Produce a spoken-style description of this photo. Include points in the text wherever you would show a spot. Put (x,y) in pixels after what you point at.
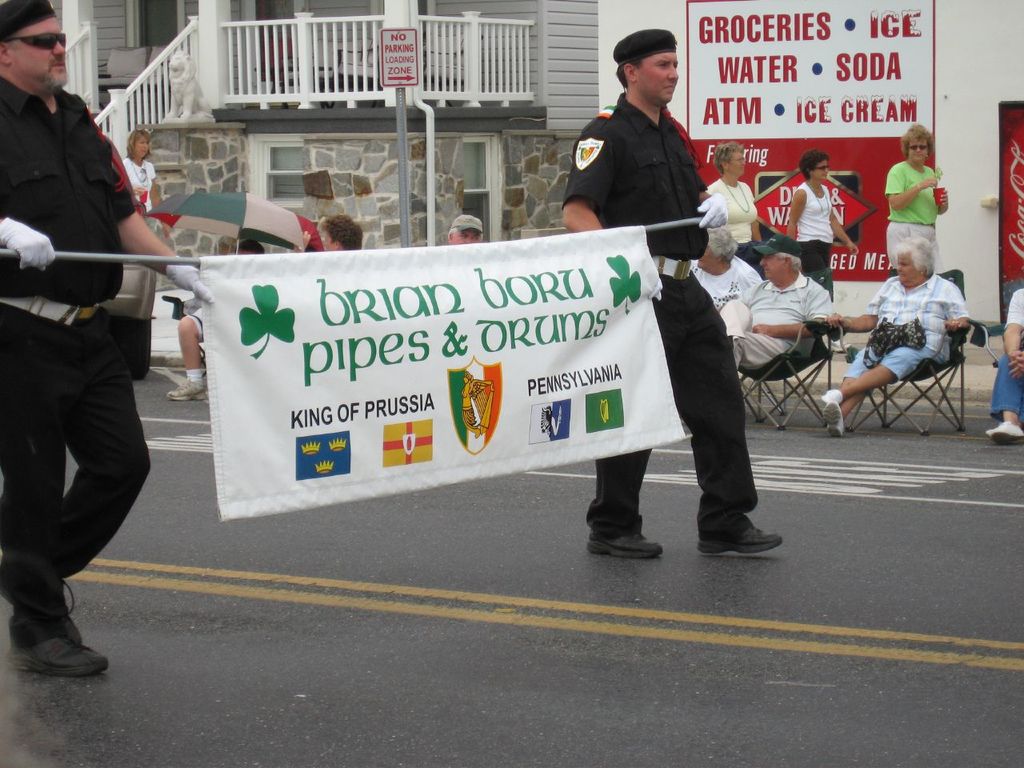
On the left side (74,152), there is a person (74,152) in black color dress (70,295), holding banner (267,296) with one hand (182,277), holding stick (56,255) of this banner (291,261) with other hand (27,260) and walking on the road (86,681). On the right side (746,519), there is another person (652,103) in black color dress (699,171), holding this banner (516,273) with one hand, holding stick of this banner (623,280) with other hand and walking on the road (688,505). In the background (923,312), there are persons (904,287) sitting on chairs (969,320), there are persons (724,179) on the footpath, painting (854,58) on the wall (699,20) of the building (993,196), there is a signboard (405,73) and there is fencing (344,88).
